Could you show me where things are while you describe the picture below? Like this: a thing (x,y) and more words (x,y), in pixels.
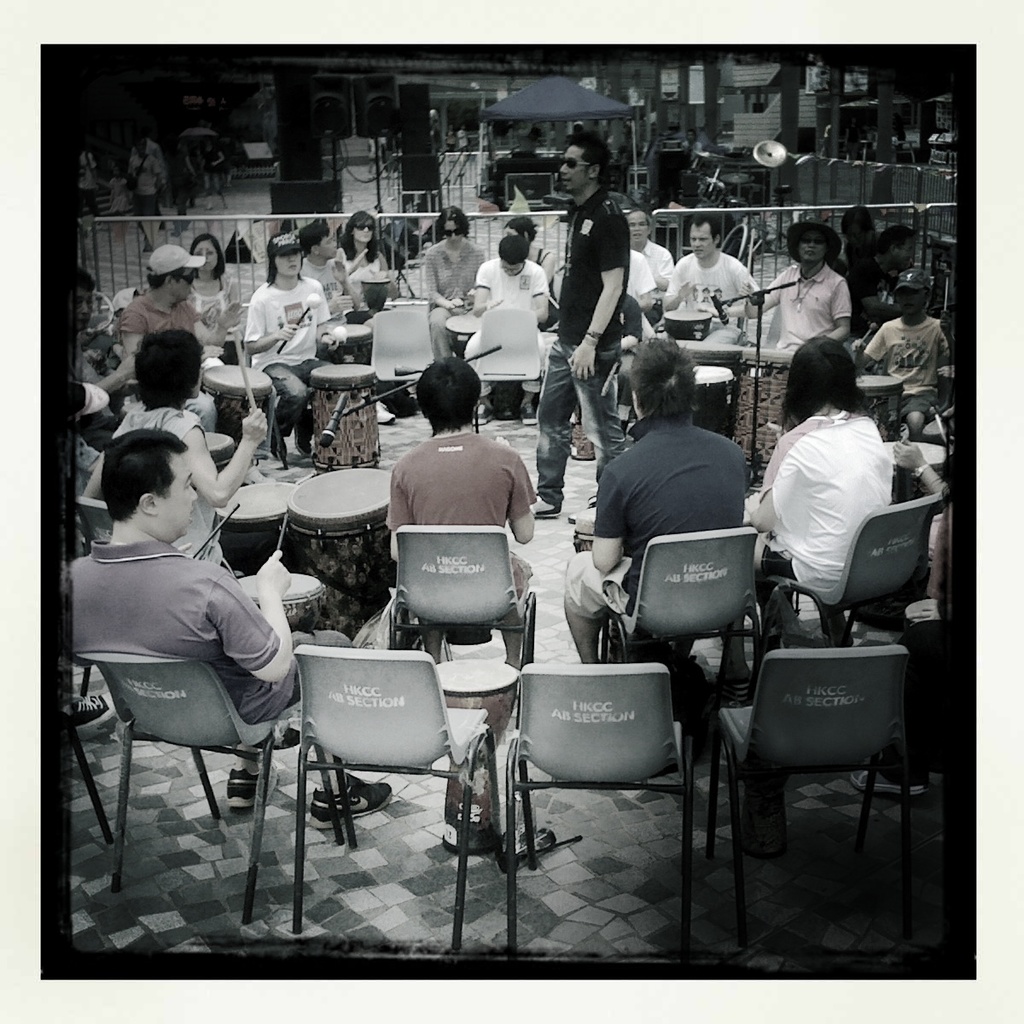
Most of the persons (465,247) are sitting on a chair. In-front of this person's (194,413) there are musical drums (327,495). In middle (571,359) this person (583,279) is standing. We can able to see chairs (421,343) and mic (341,410). Far there is a umbrella (554,113) and speakers (364,109).
